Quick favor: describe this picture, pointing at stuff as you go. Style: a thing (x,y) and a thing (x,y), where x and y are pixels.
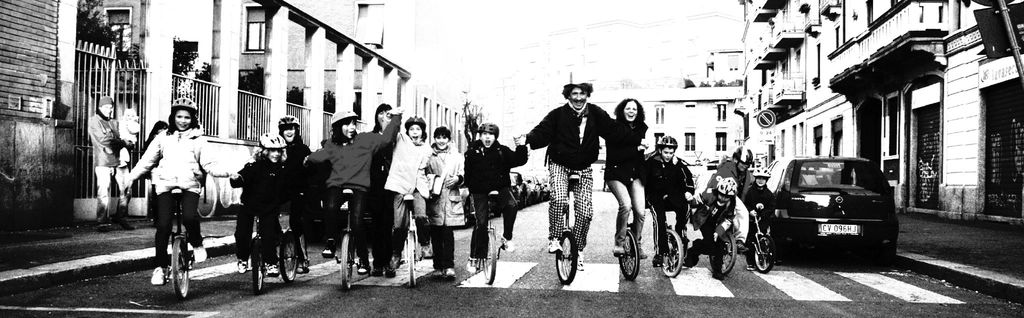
This is a black and white picture. I can see group of people (564,162) riding unicycles (635,277), there are vehicles (809,172) on the road (376,306), there are boards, buildings (961,207), trees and there are iron grilles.
